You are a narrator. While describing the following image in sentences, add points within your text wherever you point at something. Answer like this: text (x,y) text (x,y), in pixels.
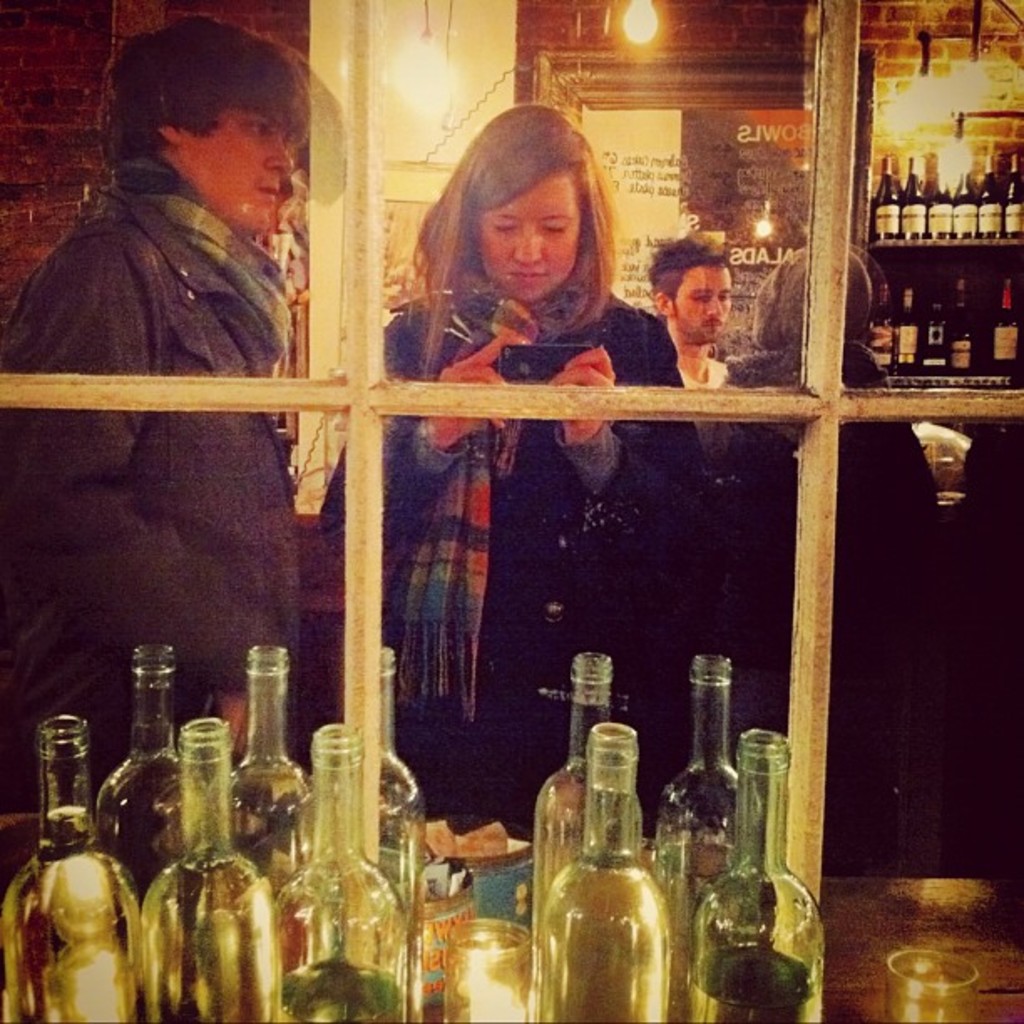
This is the picture of some people (426,572) standing in front of the table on which there are bottles (262,700) and taking a picture in front of the mirror (394,597).
